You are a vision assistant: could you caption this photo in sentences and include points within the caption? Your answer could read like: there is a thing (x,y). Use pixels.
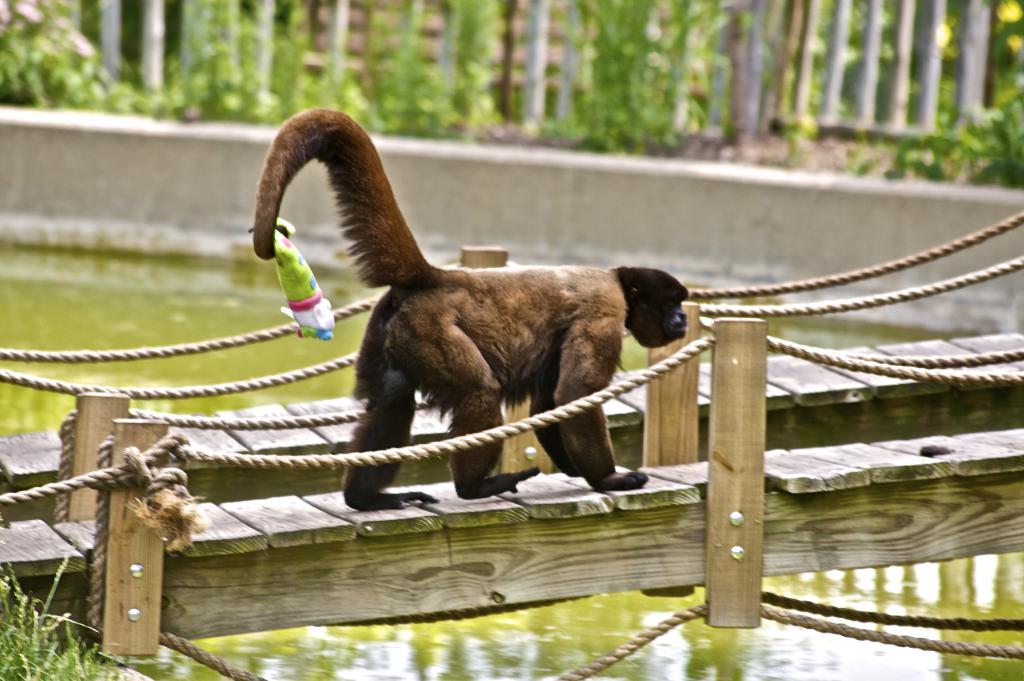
In this picture we can see a "Woolly Monkey" (415,287) walking on the wooden path (336,503) and the animal (460,374) is holding an object (288,275) with the tail (265,240). Behind the animal (490,355) there are ropes (816,306), water (105,274), wall (134,170) and trees (114,98).
